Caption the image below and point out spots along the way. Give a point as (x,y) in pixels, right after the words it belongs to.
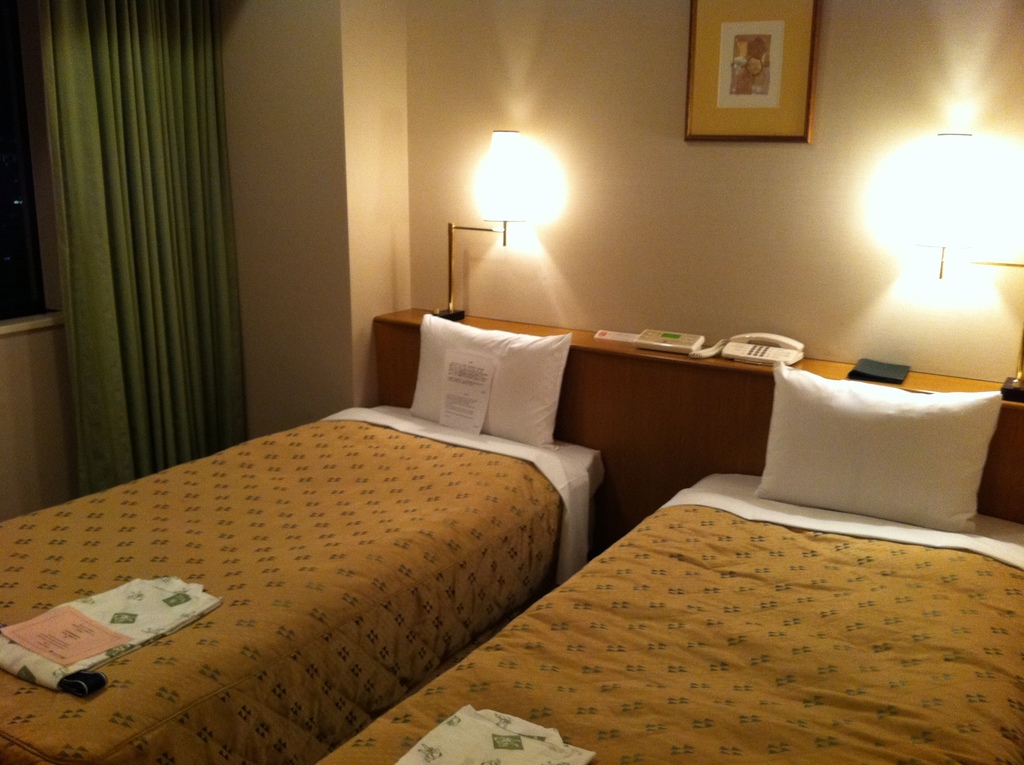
A picture of a room (835,555). These are beds (391,589) with pillows (554,394). This is window (14,186) with curtain (152,218). On this table (917,374) there is a telephone (795,341) and lantern lamp (510,159). A picture (748,95) on wall (582,94).
